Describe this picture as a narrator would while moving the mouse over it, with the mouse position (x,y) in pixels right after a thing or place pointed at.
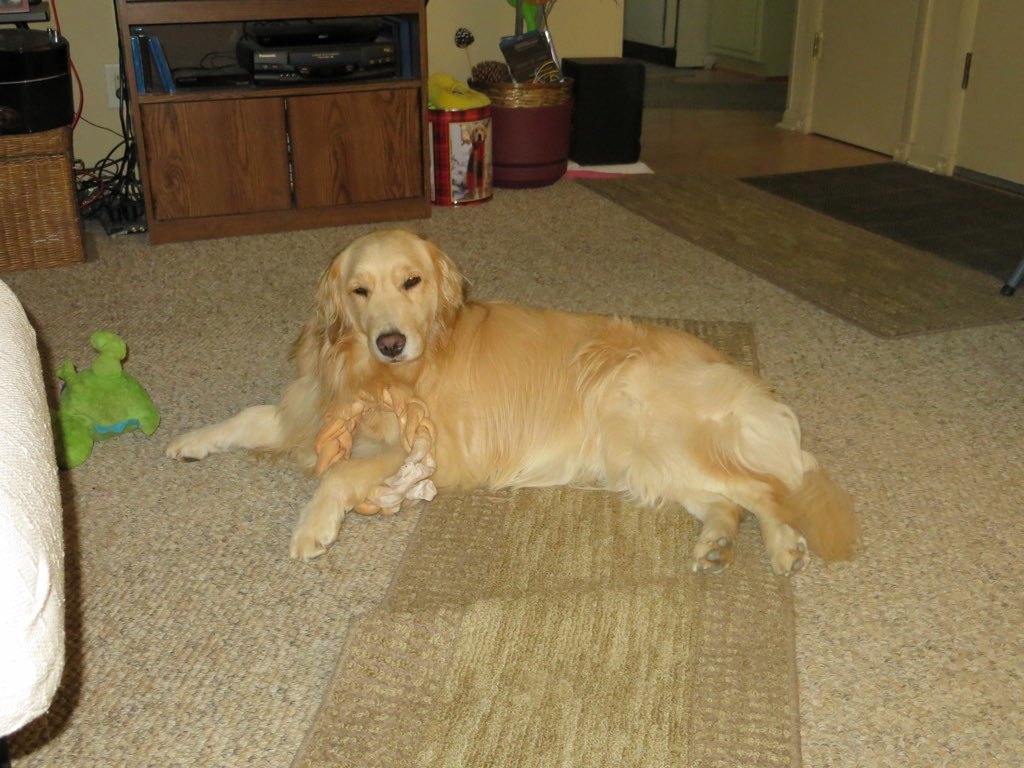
In this image I can see a dog (670,438) and I can see a cupboard (416,164) and buckets (540,152) visible beside the cup board (392,158) I can see the wall (115,137) and cable wires (133,164) visible on the floor (100,231). And I can see a carpet (464,602) visible in the middle (511,256).
